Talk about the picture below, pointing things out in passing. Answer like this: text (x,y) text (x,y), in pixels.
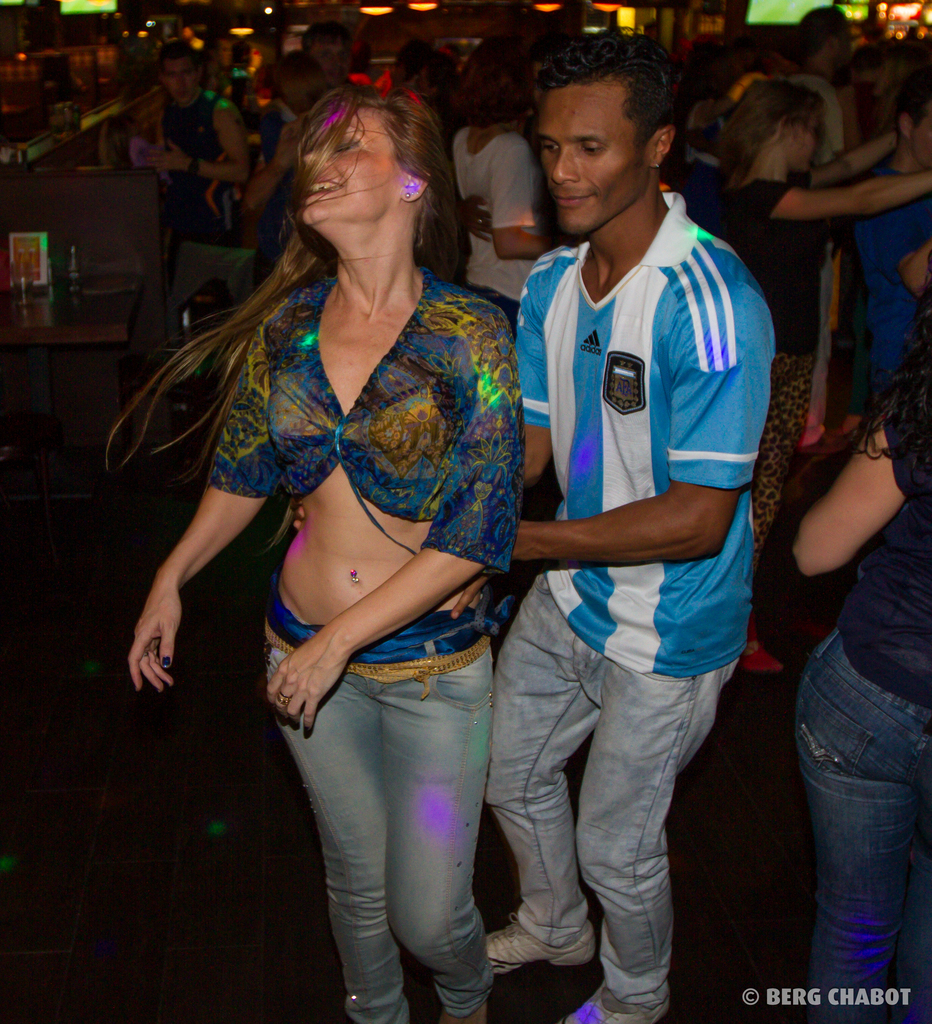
In this image, I can see groups of people (529,126) dancing. On the left side of the image (40,340), It looks like a table (99,325) with few objects (46,288) on it. At the top of the image (907,11), I can see the lights (896,14). At the bottom right side of the image (757,997), this is the watermark (856,1006).
